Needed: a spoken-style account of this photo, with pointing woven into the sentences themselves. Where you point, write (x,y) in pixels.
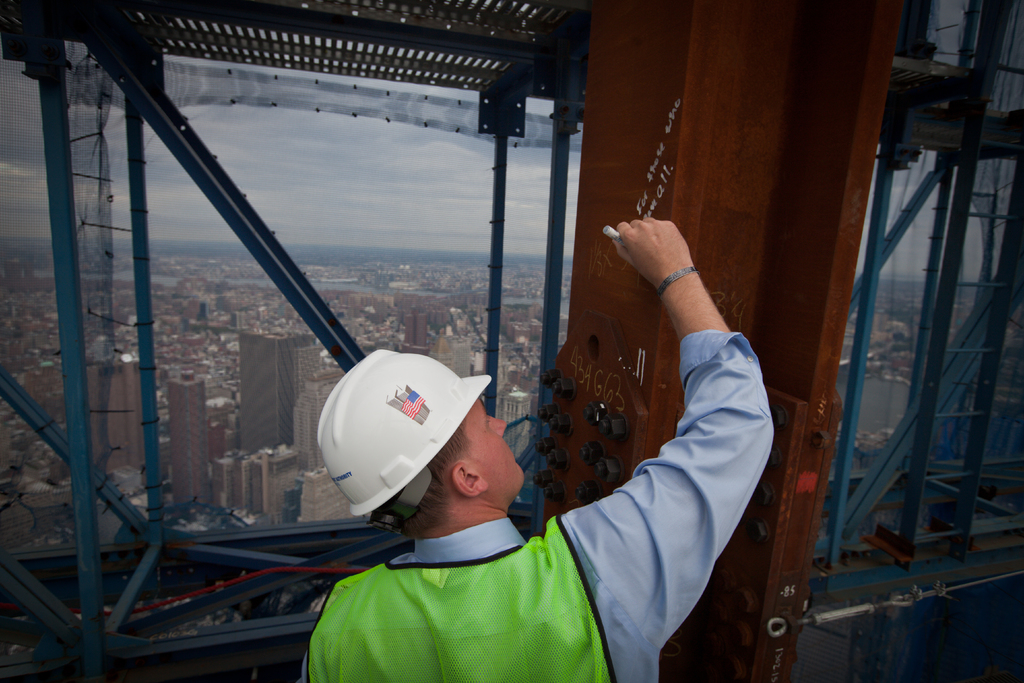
In this image there is a person (579,547) holding a marker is writing on a metal rod (706,251), in the background of the image (477,290) there are buildings (425,304).
